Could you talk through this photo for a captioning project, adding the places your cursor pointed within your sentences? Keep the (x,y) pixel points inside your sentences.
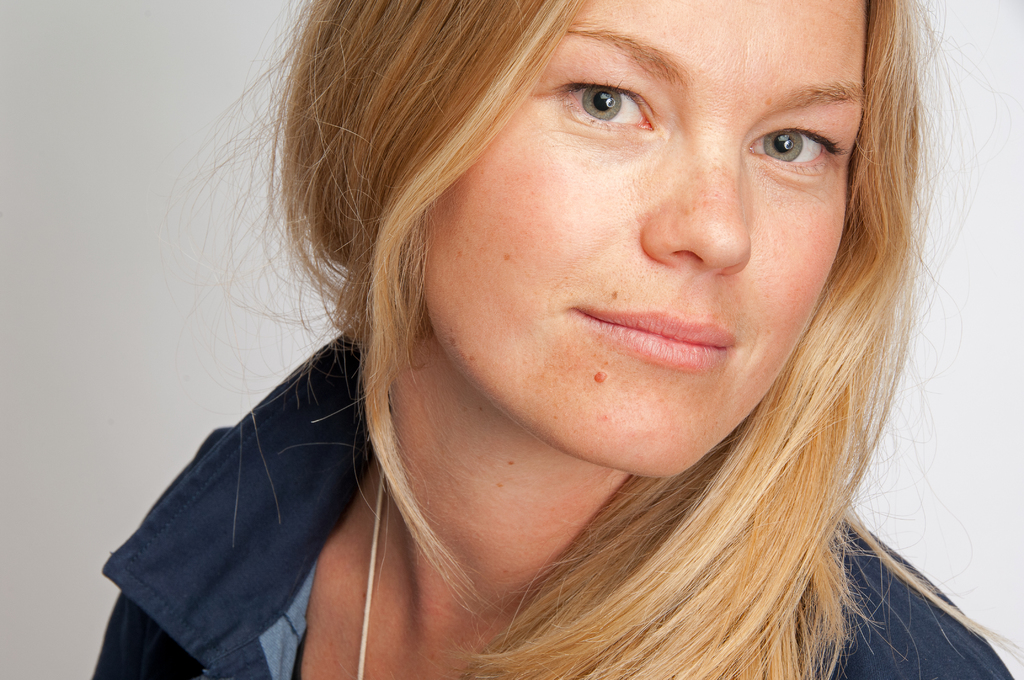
In this image there is a woman (392,518) wearing a shirt (212,568). Background (135,52) there is a wall (131,64).
